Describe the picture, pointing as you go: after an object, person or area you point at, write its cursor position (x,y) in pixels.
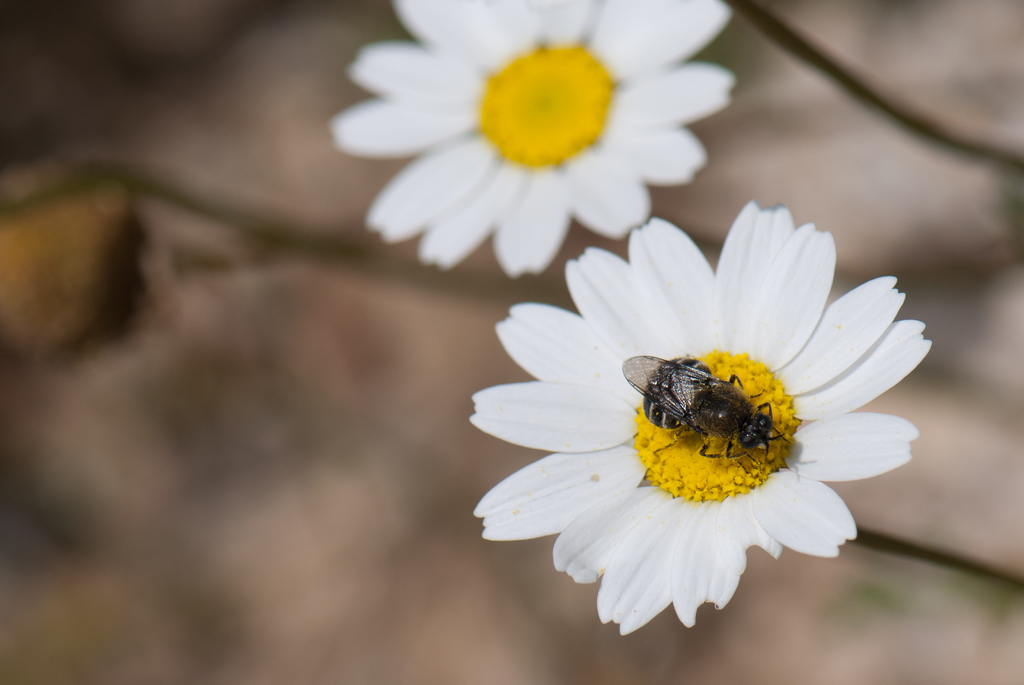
In this picture we can see couple of flowers (536,376) and an insect (732,379) on the flower (554,452), also we can see blurry background (301,446).
